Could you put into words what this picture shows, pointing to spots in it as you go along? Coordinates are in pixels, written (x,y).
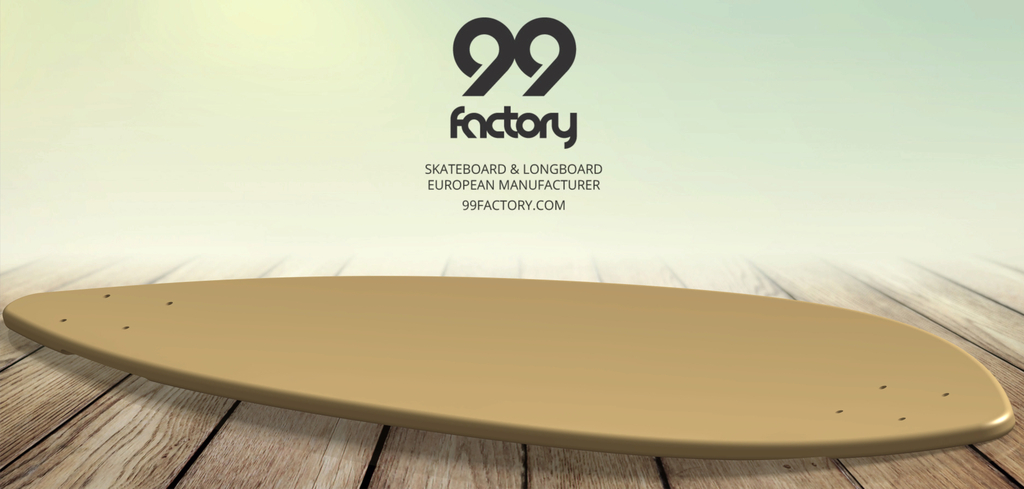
This is an edited picture, where we can see a skateboard (339,333) on a wooden surface (177,431). On the top (505,32), there is some text (496,192) and a logo (511,45).
